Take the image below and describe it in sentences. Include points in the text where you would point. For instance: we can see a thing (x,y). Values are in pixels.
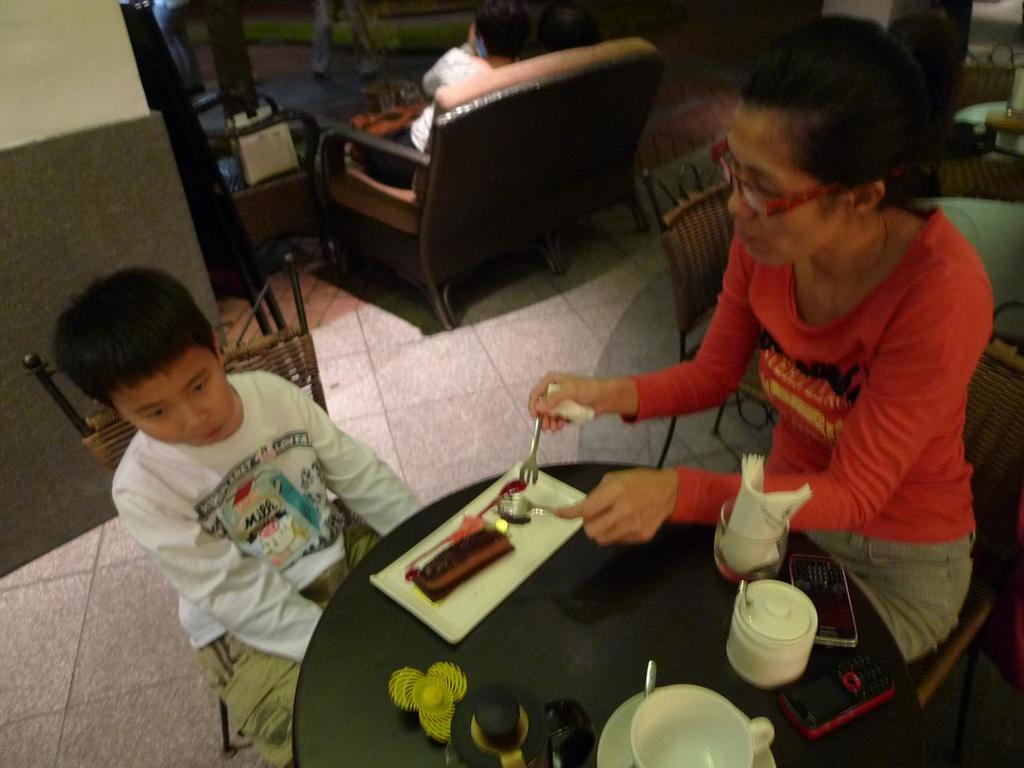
In this image we can see a child (171,492) and woman (656,494) sitting on the chairs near the table (599,630). We can see plate (447,532) with food (457,549), glass (725,539) with tissues (749,562) in it, jar (751,643), mobile phones (821,704), cup (665,736) and saucer (624,754) placed on the table (654,644). In the background (470,180) we can see persons (437,88) sitting on the sofa (466,136).
